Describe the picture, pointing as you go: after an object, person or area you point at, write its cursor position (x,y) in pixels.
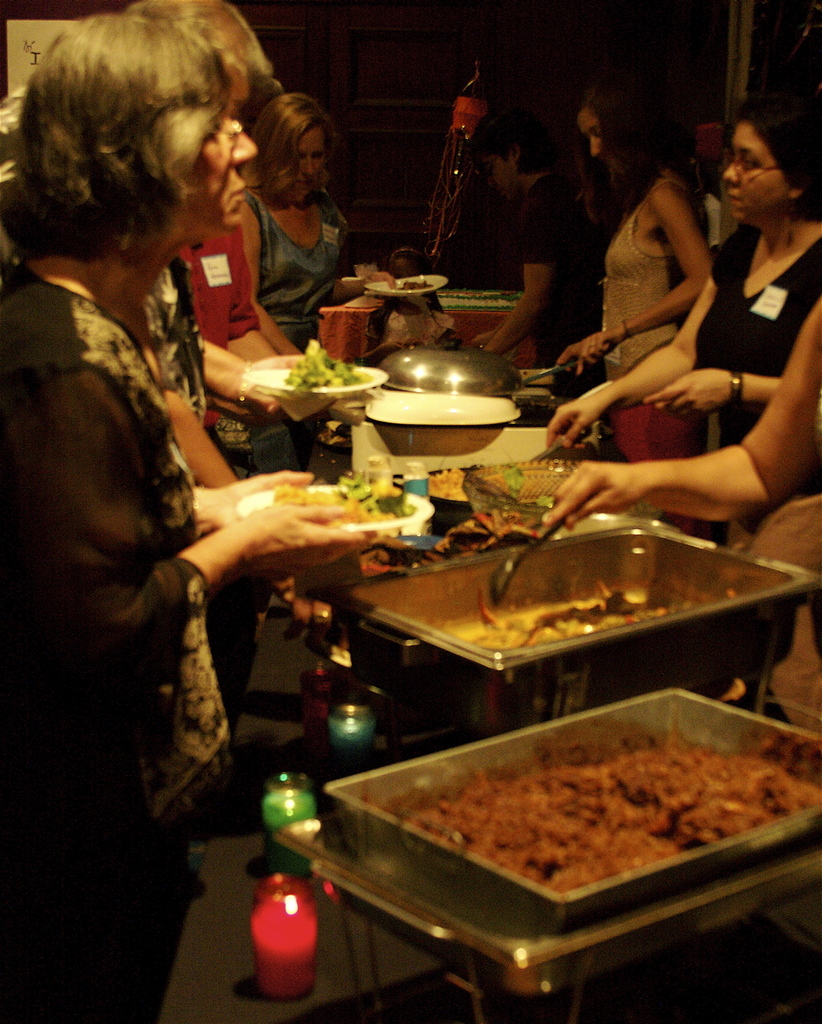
In this image I can see the group of people (204,261) with different color dresses (164,285). I can see few people (195,558) holding the plates (247,500) with food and few people (568,490) are holding the spoons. There are the trays (363,624) with food (470,802) in-front of these people (648,230). In the back (381,230) I can see the bottle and the wall (278,41).
